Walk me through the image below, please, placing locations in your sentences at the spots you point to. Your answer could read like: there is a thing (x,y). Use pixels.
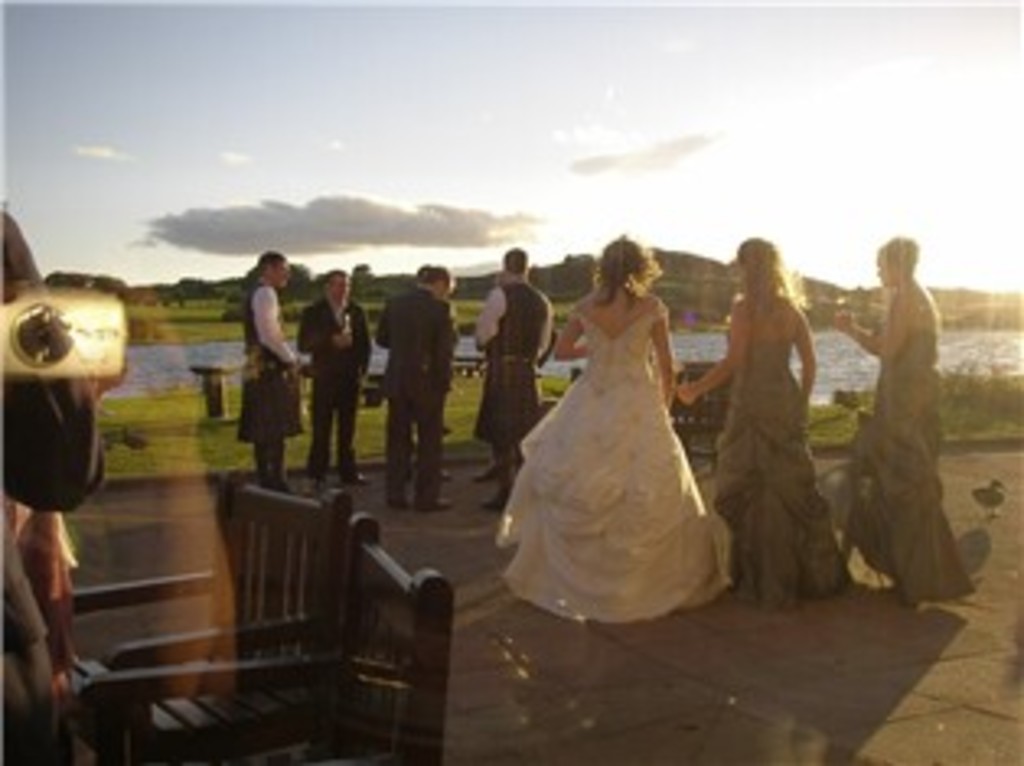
In this image I can see the ground (731,671), few persons (34,454) standing, few trees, some grass (231,318), the water (827,336) and few mountains (568,292). In the background (813,273) I can see the sky (439,126).
